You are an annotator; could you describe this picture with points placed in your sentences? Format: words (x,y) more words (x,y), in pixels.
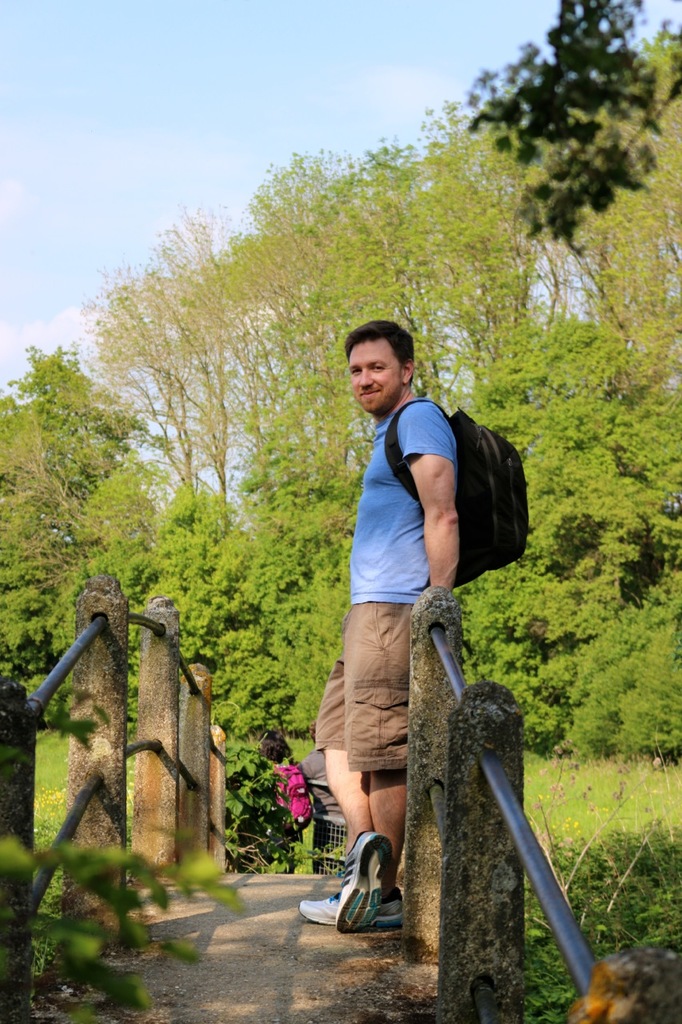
In the image it seems like there is a bridge (287,924) in the foreground (355,952) and on the right side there is a man (365,634) standing and behind him there is grass (580,779), plants (323,654) and trees (349,438).
